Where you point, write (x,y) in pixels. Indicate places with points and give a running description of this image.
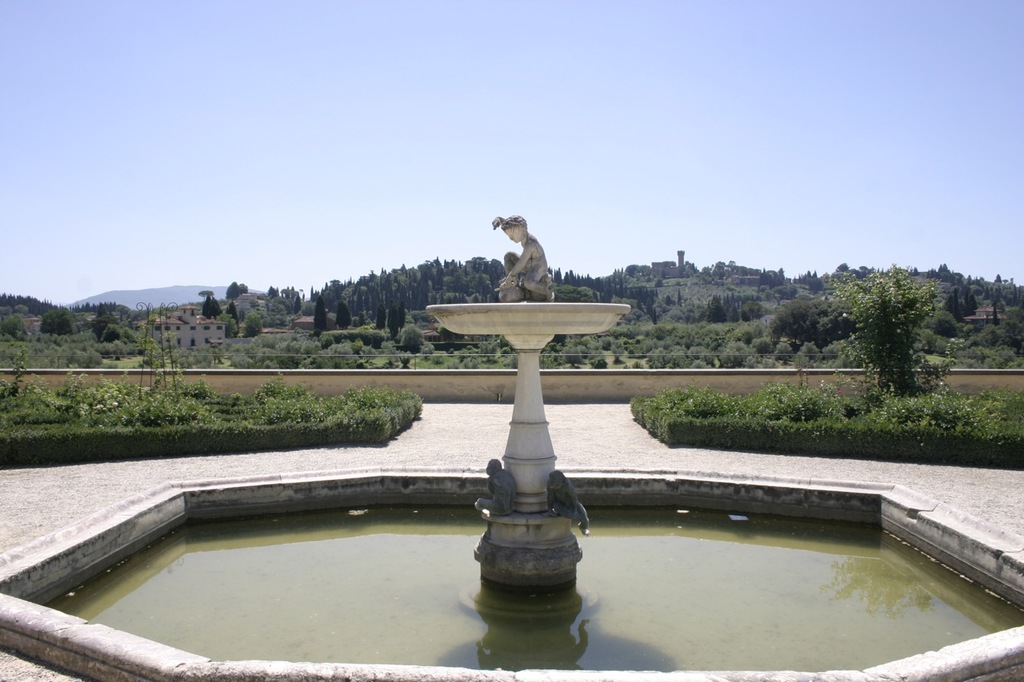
In this image there is a fountain (549,480) in water (483,604). There is a statue (526,238) on fountain (528,385). There are few plants (654,423) beside the floor (462,443). Behind the wall (382,371) there is a building (178,337) and few trees (478,338) are on the land (354,341). Left side of image (154,298) there is hill (179,296). Top of image (371,104) there is sky (585,91).
